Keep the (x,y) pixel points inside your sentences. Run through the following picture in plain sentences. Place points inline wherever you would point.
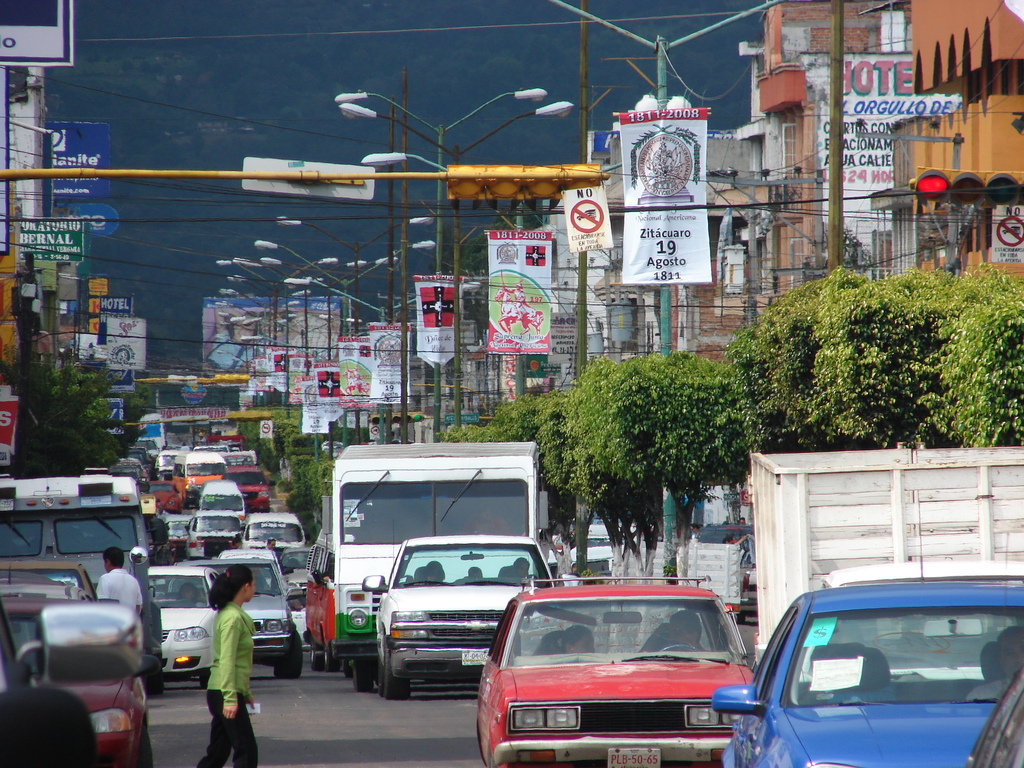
Here on the road (325,729) we can see few vehicles (261,565) and two persons (130,606) on the road (262,687). In the background (495,309) there are trees (295,483), street lights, hoardings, traffic signal pole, buildings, banners (379,344), sign boards (1004,240), electric wires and hill (91,47).
